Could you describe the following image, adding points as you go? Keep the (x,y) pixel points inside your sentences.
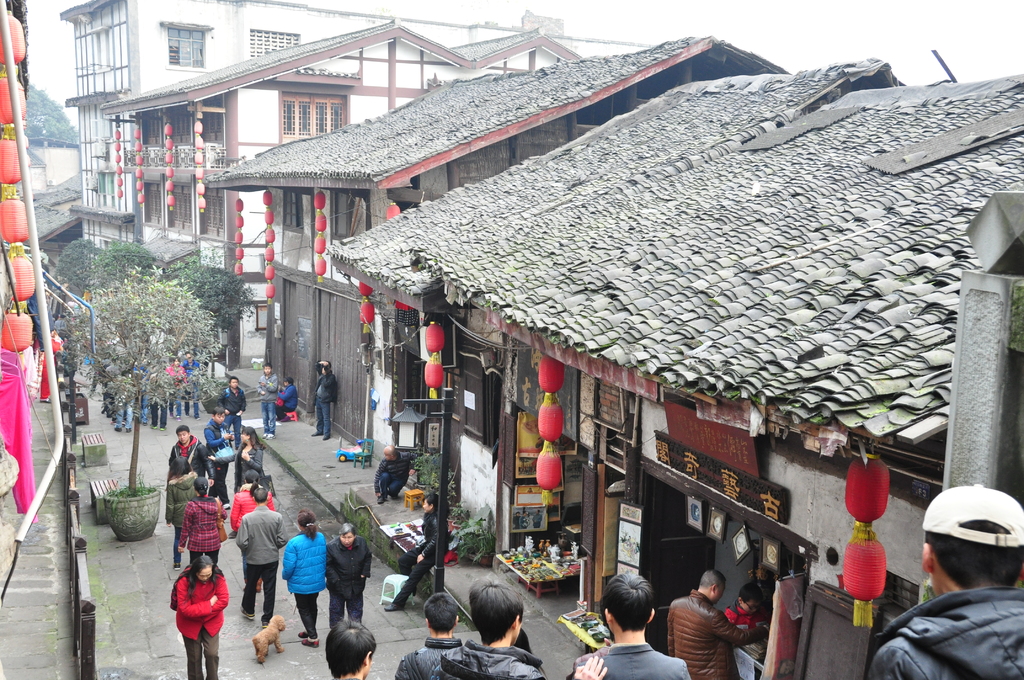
In this image there are buildings (575,306) and there are a few lanterns (866,526) hanging, in front of the buildings (839,554) there are a few people (221,439) standing and walking on the road (408,622), few (447,646) are standing in front of the stalls (760,583), there are few objects (536,547) arranged on the table (551,591) and few (519,477) are hanging on the wall (724,545) of the stalls (746,513). In the background (844,20) there is the sky (858,20).
